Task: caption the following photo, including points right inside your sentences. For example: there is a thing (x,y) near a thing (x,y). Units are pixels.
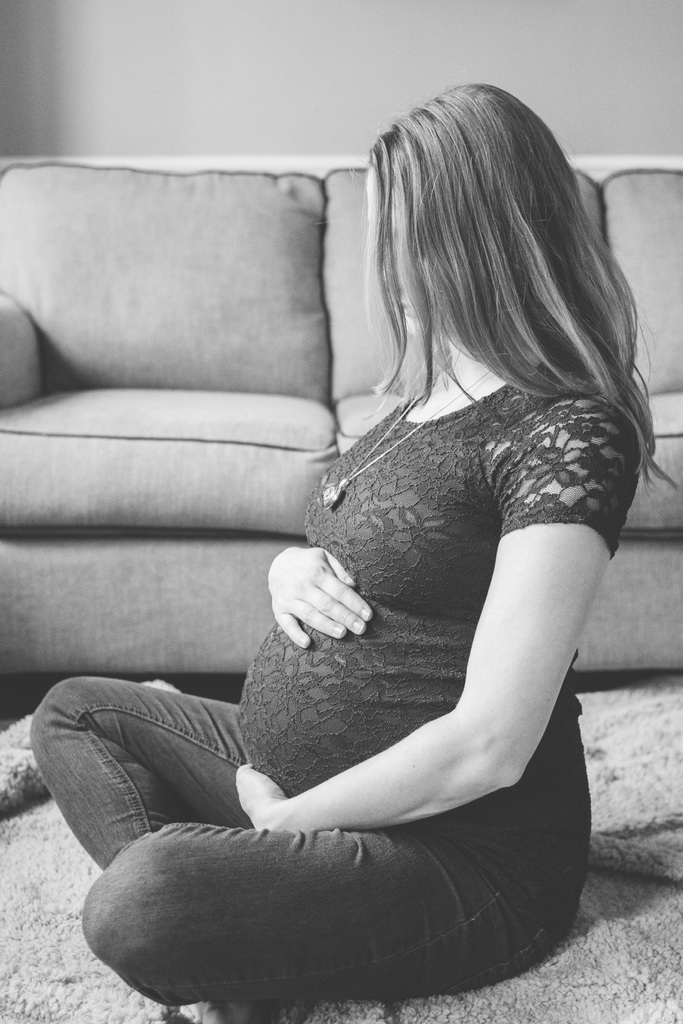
A woman (398,763) is sitting on the floor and she is pregnant. Behind her there is a sofa (327,329) and wall (351,80).
